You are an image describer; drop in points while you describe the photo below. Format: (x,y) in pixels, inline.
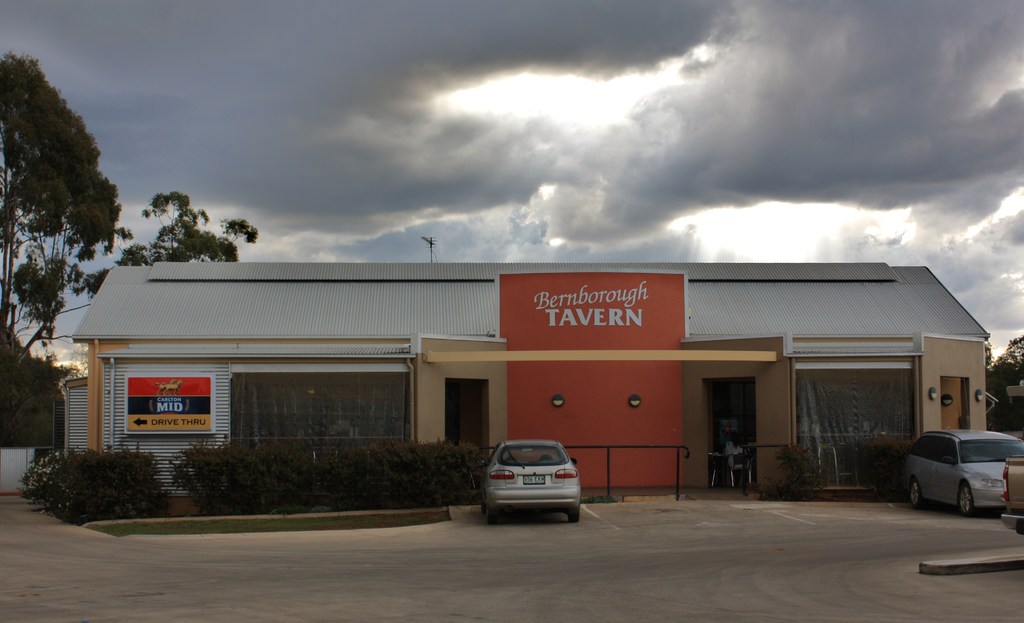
In this image I see a building (569,337) over here and I see something is written over here and I see a board (156,404) over here which is colorful and I see words (175,420) written on it and I see the path (811,531) on which there are 3 vehicles (962,485) and I see the plants (356,494). In the background (1009,321) I see the trees (4,420) and the cloudy sky (567,101).
